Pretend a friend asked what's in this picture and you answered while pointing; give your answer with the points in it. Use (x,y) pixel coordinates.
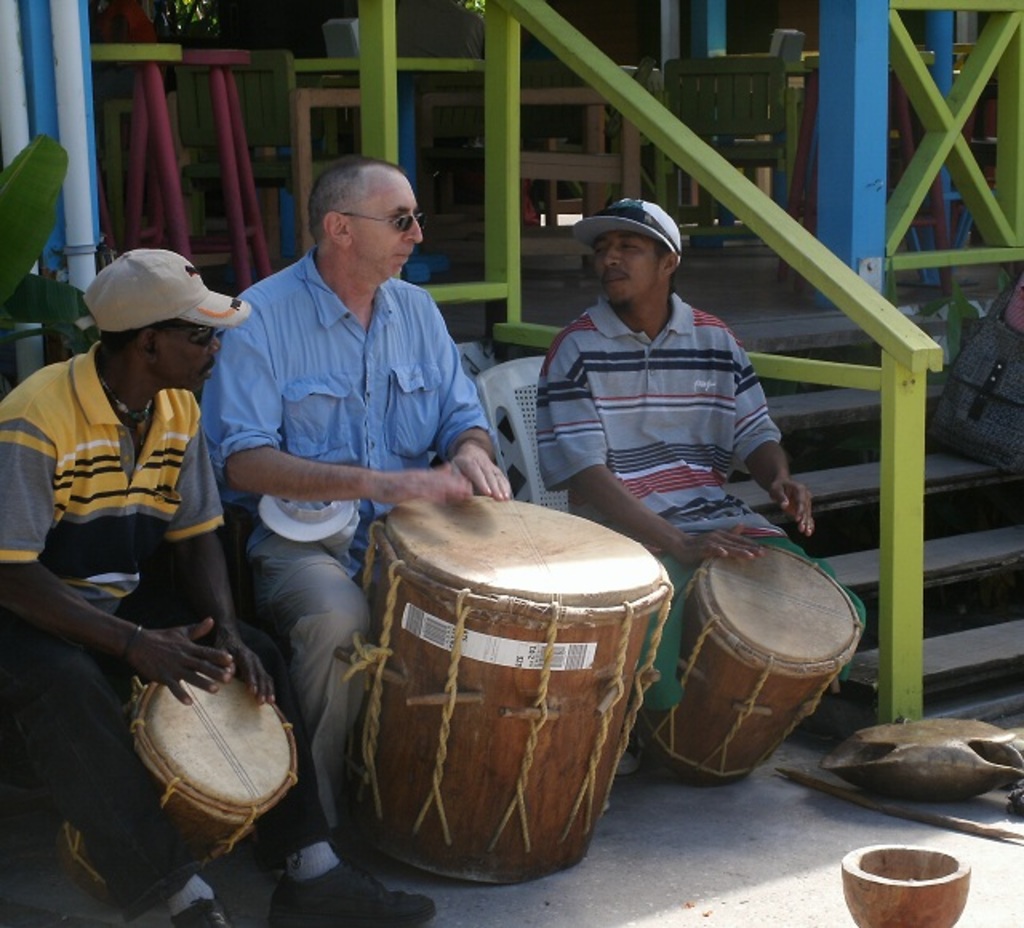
On the background (537,193) we can see few empty chairs (791,137) and tables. Here we can see three men (193,551) sitting and playing musical instruments (543,750). These are stairs (934,587). This is a plant (23,286).
